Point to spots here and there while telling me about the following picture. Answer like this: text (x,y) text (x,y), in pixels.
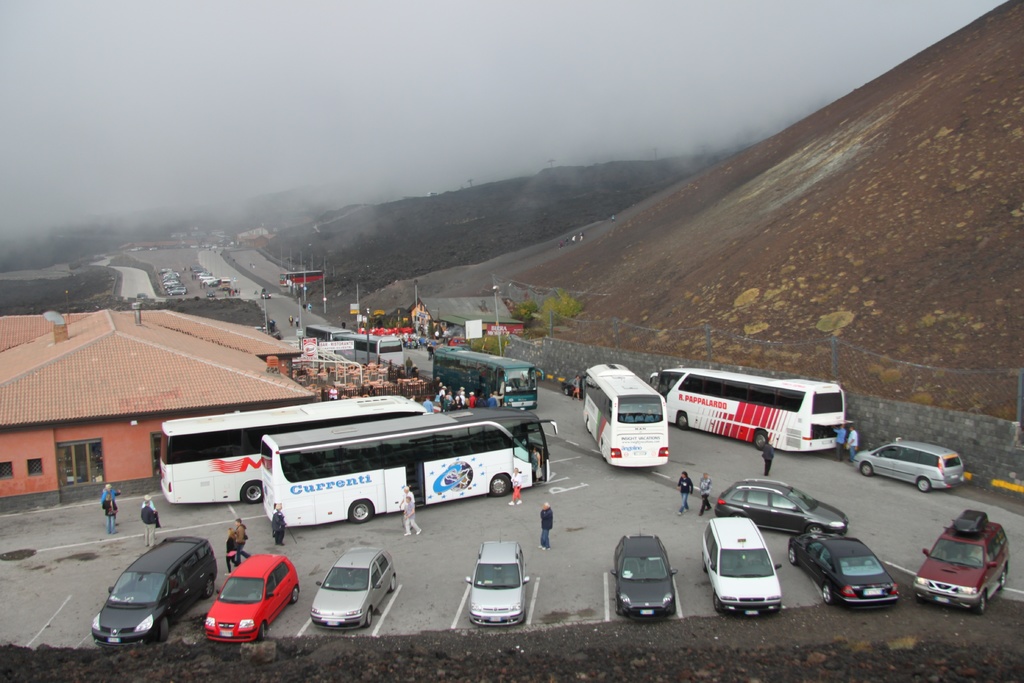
This image consists of buses (326,484) and cars (484,572) parked on the road (565,497). At the bottom (561,485), there is a road (321,549). To the left (97,397), there is a house (70,398). To the right (755,230), there is a mountain (643,242). At the top (293,81), there is a sky (278,119).
